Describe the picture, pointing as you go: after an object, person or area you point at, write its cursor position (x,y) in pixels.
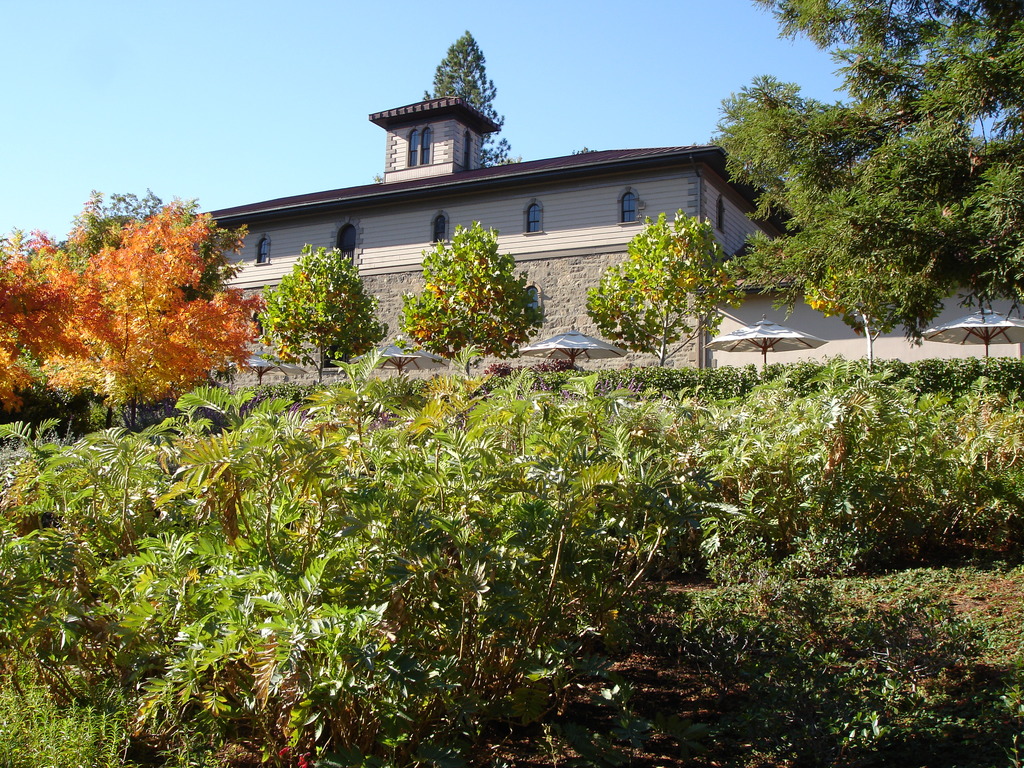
In the center of the image (582,274), we can see a building (566,230) and there are trees (485,325), umbrellas (741,346) and plants (581,413). At the top (241,73), there is sky (249,65).
